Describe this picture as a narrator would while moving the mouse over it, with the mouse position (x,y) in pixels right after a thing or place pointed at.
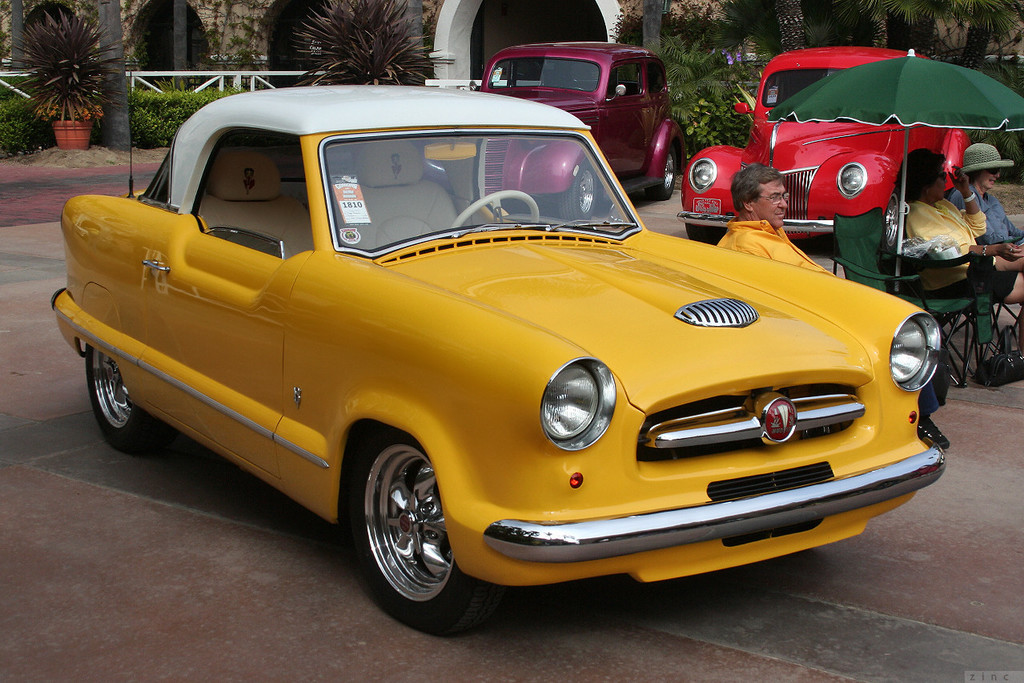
In the image we can see there are cars (608,576) parked on the road (144,587) and there are people (933,229) sitting on the chair (858,270). There is umbrella (942,81) kept on the ground (1016,521), there is a building (427,42) and there are trees (798,20) and plants (153,138).
